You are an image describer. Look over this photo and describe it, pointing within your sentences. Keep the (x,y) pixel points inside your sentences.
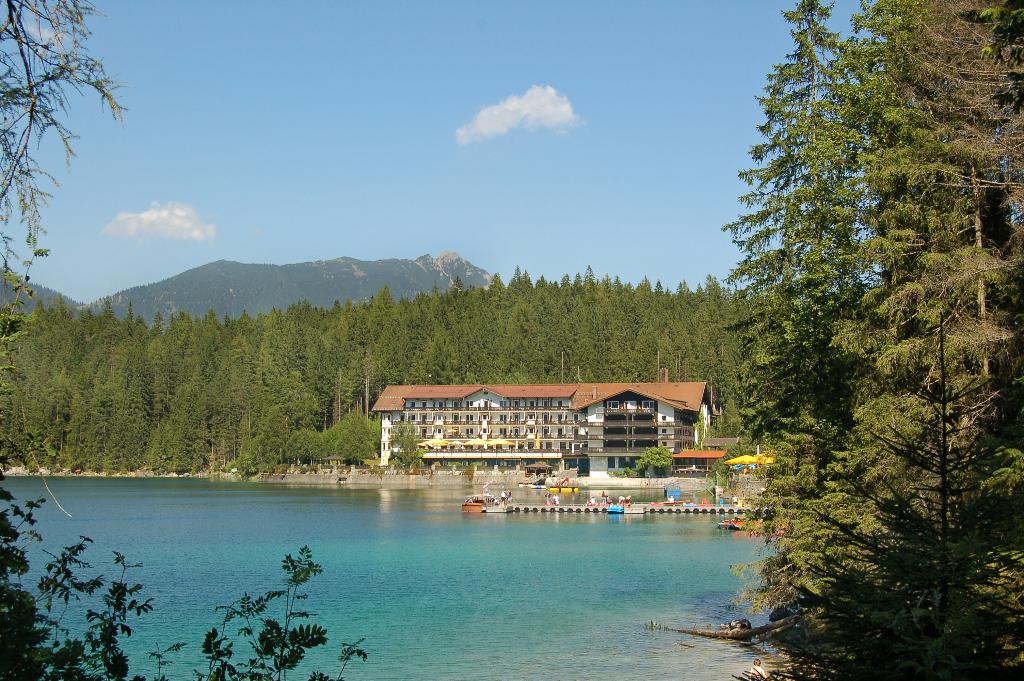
This image is taken outdoors. At the top of the image (182,199) there is the sky (440,209) with clouds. In the background (243,278) there are a few hills (390,280) and there are many trees (120,426) and plants (356,350) with leaves (479,325), stems (514,325) and branches (526,328). On the left side of the image (20,602) there are a few trees (33,617) and plants (16,617). On the right side of the image (840,220) there are many trees (839,469). In the middle of the image (440,424) there is a pond (317,523) with water (375,556) and there is a building (515,413) with walls (496,421), windows (455,419), doors (546,416) and roofs (720,451). There are a few stalls (685,458) and there is a bridge (553,507).
